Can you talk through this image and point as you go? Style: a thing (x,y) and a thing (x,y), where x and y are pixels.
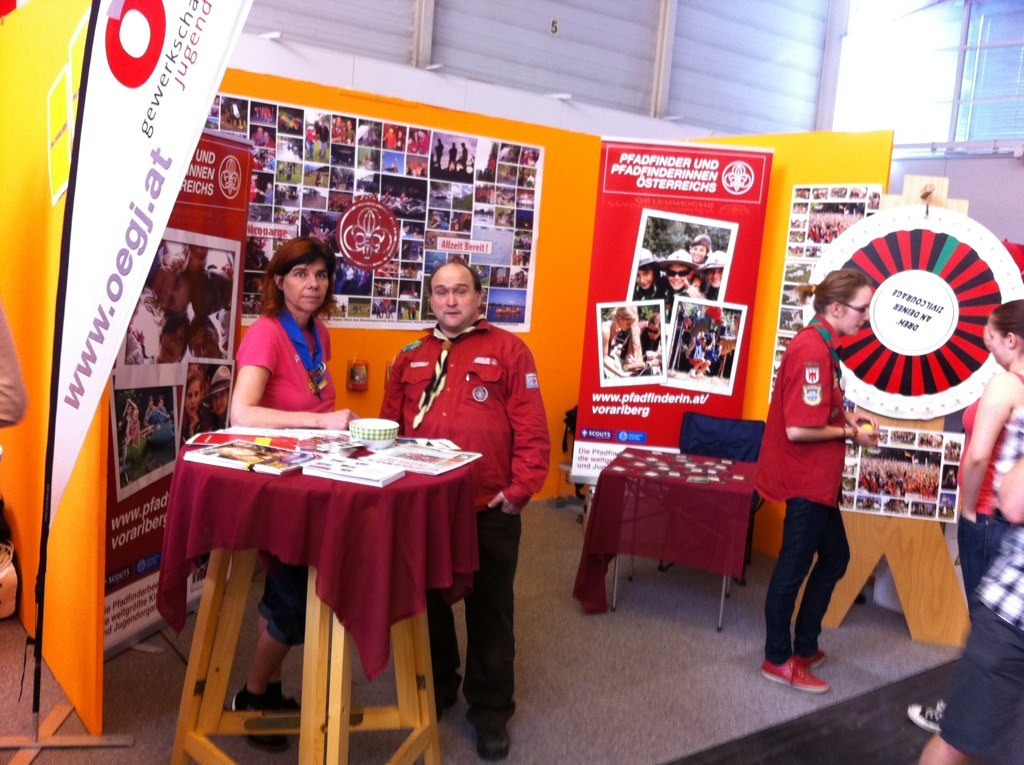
In this picture we can see some person (851,289) standing and here man (430,374) and woman (320,414) are standing beside the table (293,514) and on table (280,503) we can see bowl (366,442), book (345,469) and in the background (343,406) we can see banners (679,190), posters (276,155), wall (642,39), window (916,55).
